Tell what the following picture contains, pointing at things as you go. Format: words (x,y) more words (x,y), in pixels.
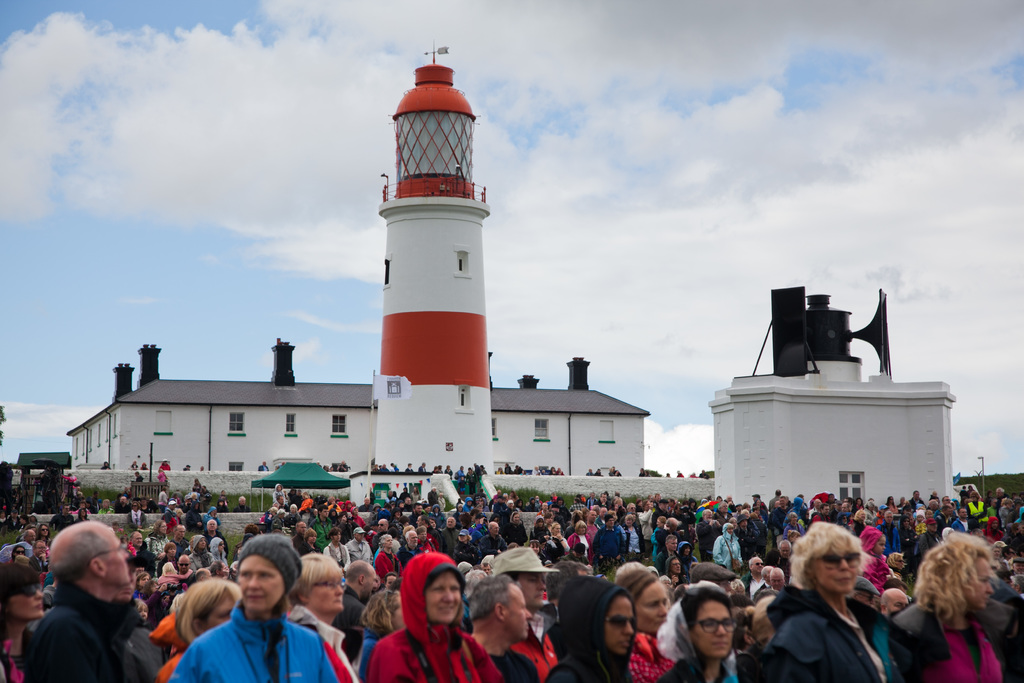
In this image there is a group of people (465,543), behind them there are tents (321,484) and buildings (347,425), in front of the building (310,435) there is a tower (462,229) and a flag post (388,385), in front of the tower (443,362) there is a compound wall (578,491). On the right side of the image (810,341) there is some object (814,356) on top of the house (796,451) with glass window (840,474). In the background of the image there are trees (1,421) and a lamp post (984,458), at the top of the image (281,84) there are clouds (972,463) in the sky (750,107).
